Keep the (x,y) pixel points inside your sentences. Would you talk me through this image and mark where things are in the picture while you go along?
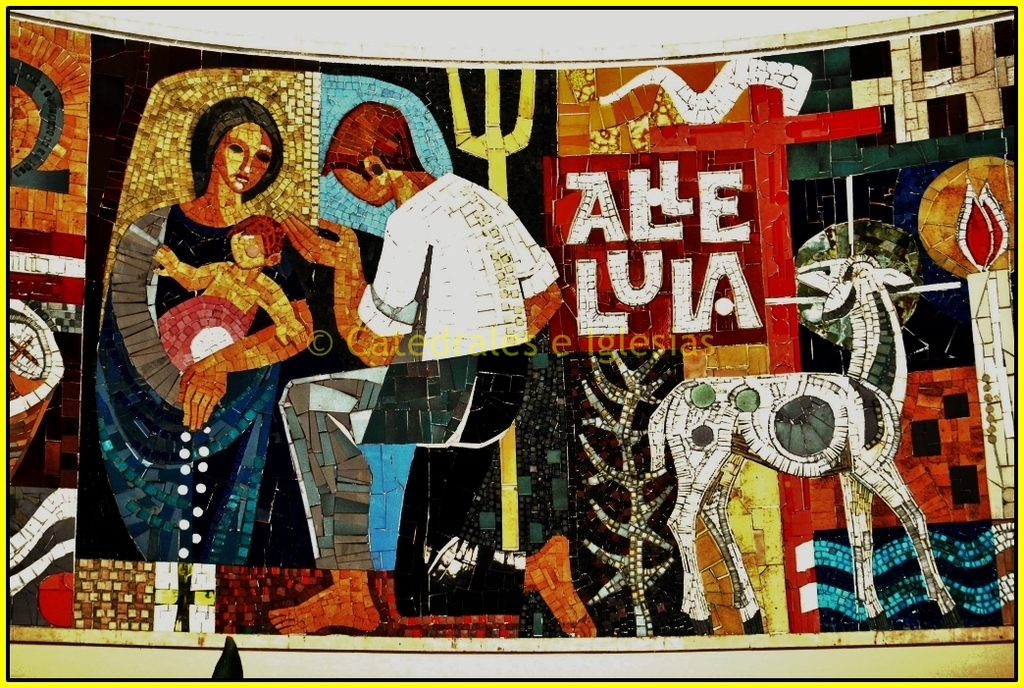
This image consists of a poster (500,512) with many images (195,258) and a text (716,182) on it.
